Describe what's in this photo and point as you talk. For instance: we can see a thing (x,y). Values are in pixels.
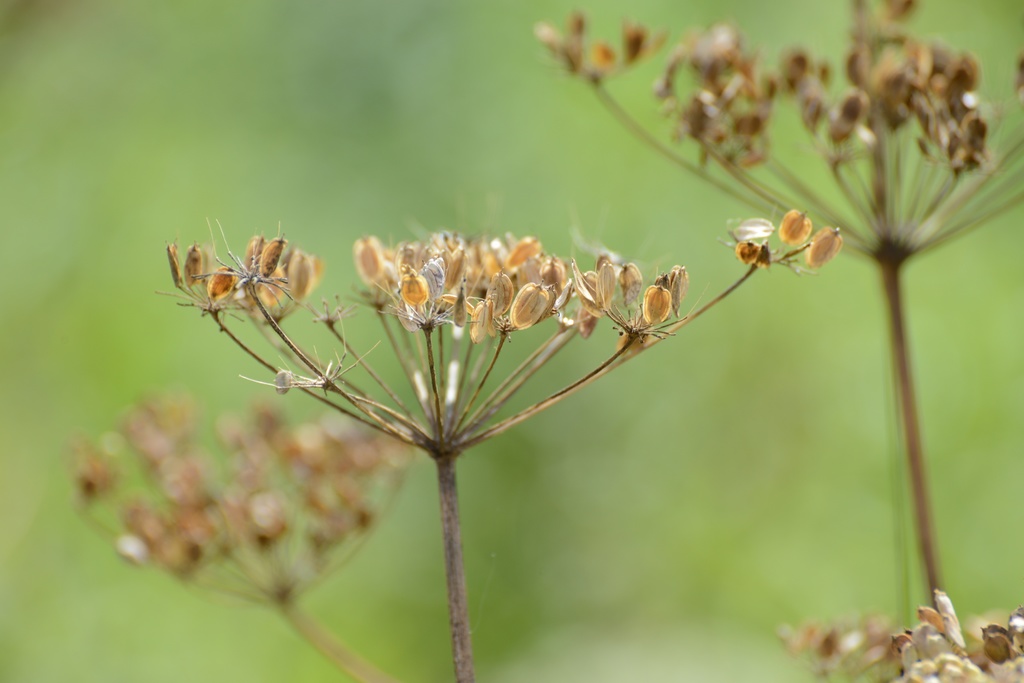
In this picture we can see some flowers (219,274). Background (583,656) is blurry.
